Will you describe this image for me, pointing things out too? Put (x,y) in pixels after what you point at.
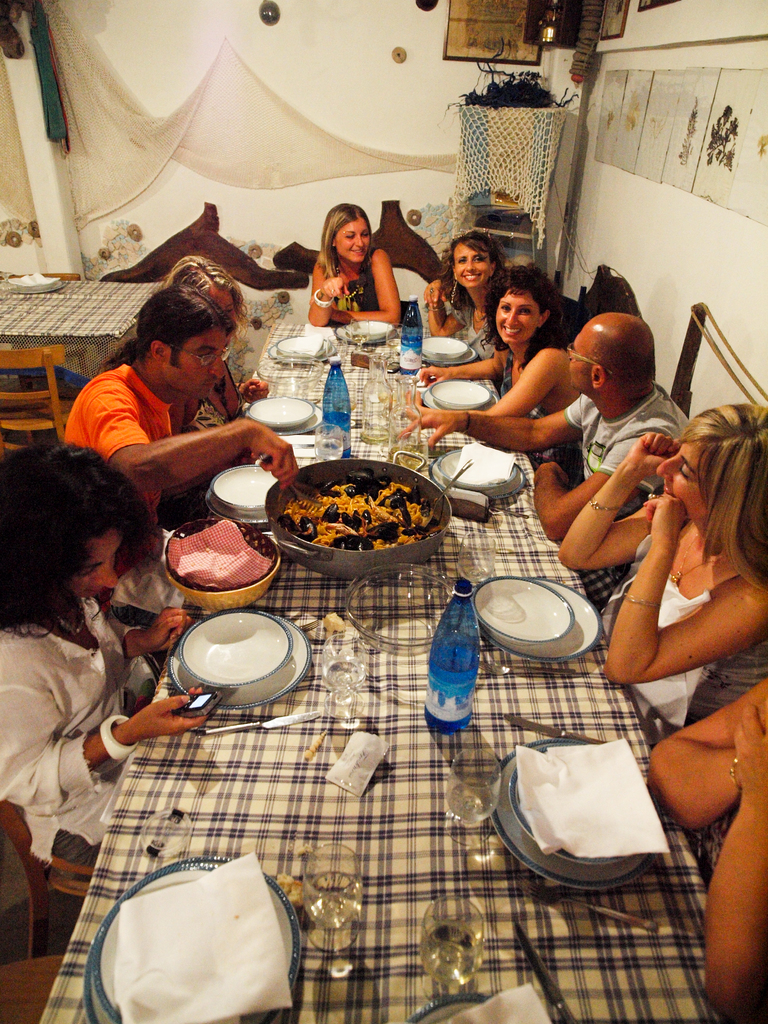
On the background (598,124) we can see posters (725,129) over a wall (213,190). We can see all the persons (28,551) sitting on chairs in front of a dining table (316,400) and on the table (417,711) we can see bottles (325,411), plates (541,851), napkins (197,992), glasses (345,690), spoons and forks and a bowl (417,544) of food (360,497).
